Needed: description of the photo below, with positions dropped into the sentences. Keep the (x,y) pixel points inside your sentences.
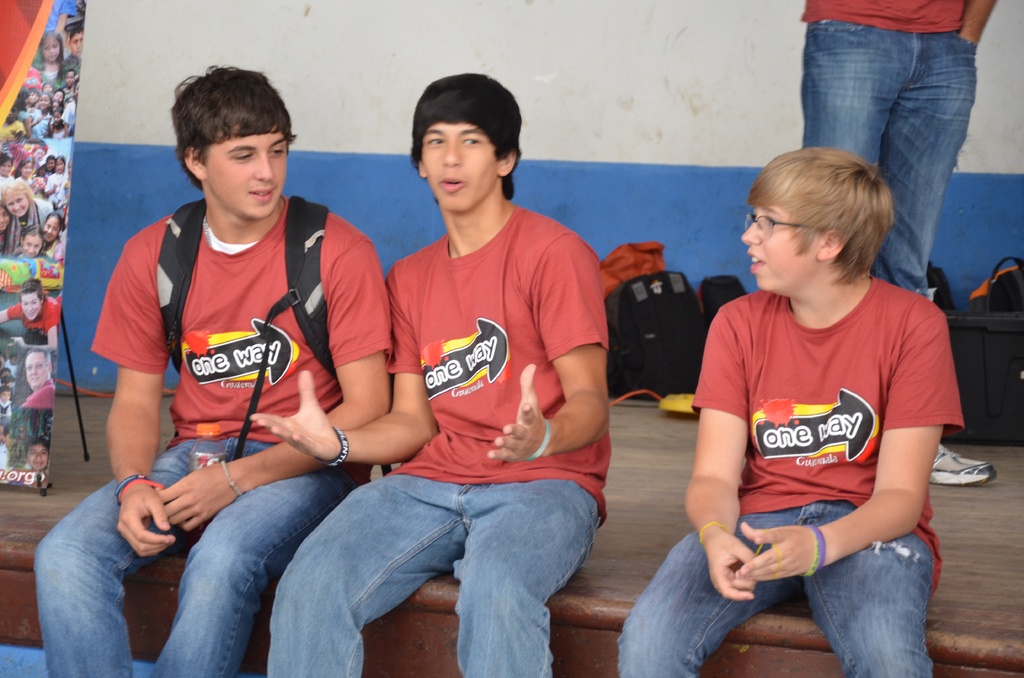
In this image I can see three people (587,298) sitting. The person (898,170) is standing. They are wearing red t-shirt (517,317) and jeans (499,561). The person (334,400) is wearing bag (291,270). Back Side I can see white and blue color wall (629,121). We can see bags (687,379) on the floor (652,469).
